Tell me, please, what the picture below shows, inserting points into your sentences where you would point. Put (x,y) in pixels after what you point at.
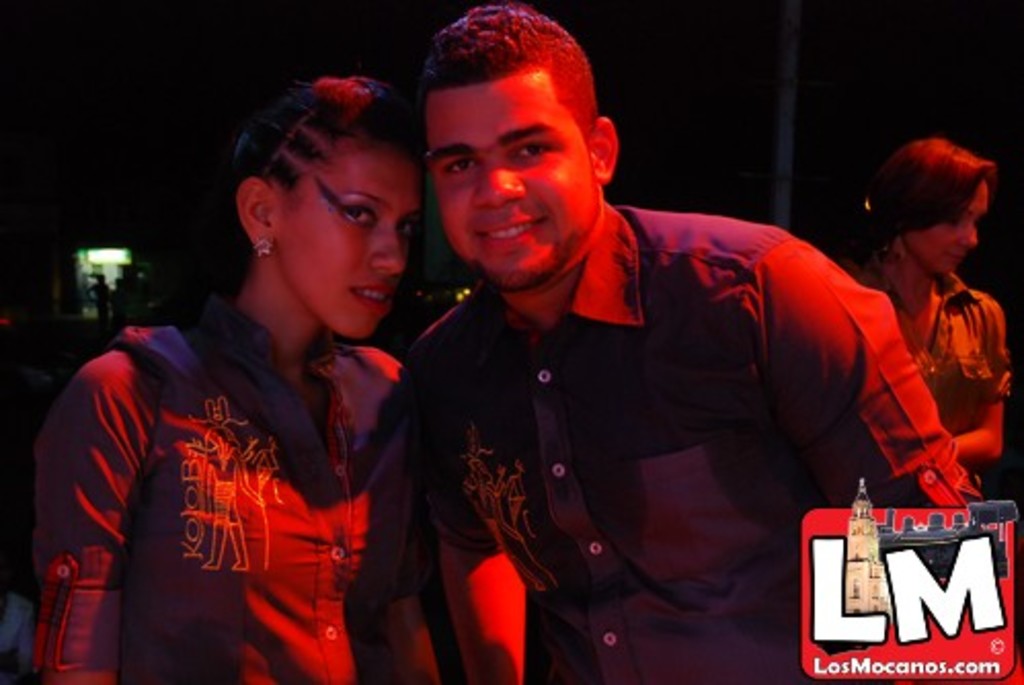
In this picture few people (69,542) are standing and i see a man (528,188) and a woman (267,148) and another woman (923,315) on the right side (969,185) and i see a logo (959,600) at the bottom right corner of the picture (821,564) and few people (96,293) standing on the back (111,288).
